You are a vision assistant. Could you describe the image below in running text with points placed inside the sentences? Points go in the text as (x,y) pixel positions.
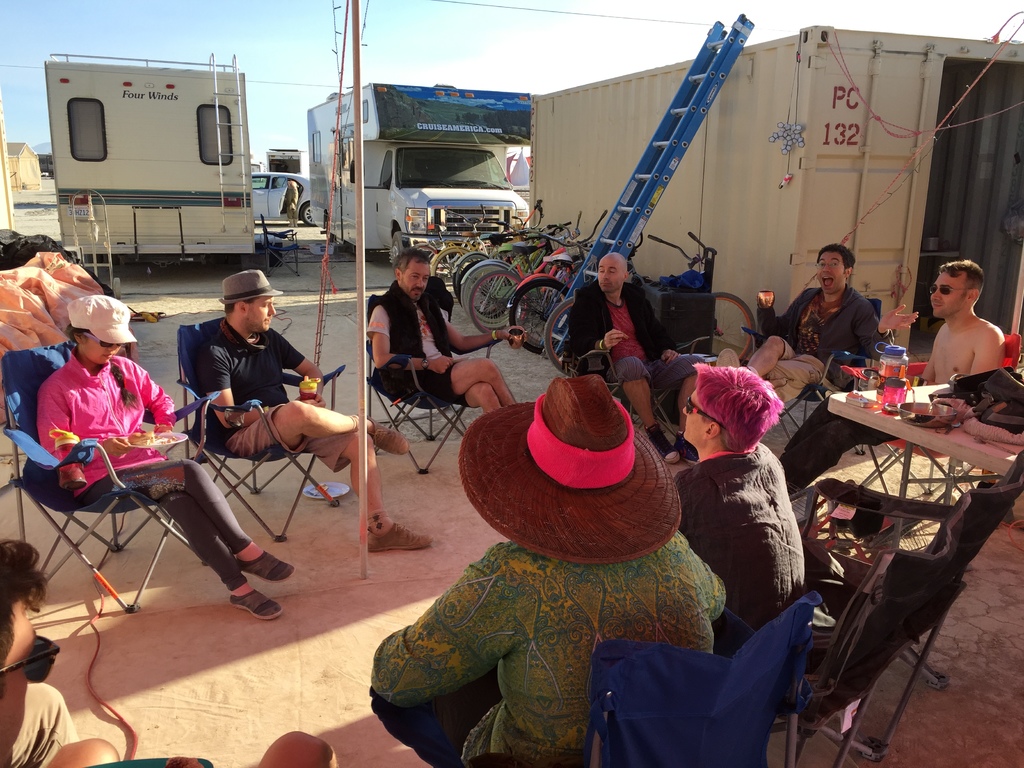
In this picture, we see many people (452,597) are sitting on the chairs (709,660). In front of them, we see a pole (360,60). On the right side (956,435), we see a table (931,437) on which bag (966,385), bowl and the jar (890,370) are placed. Behind them, we see the ladder (597,250), shed (655,106) and the bicycles (500,303) parked on the road (501,349). In the background (455,200), we see the vehicles (298,151) parked on the road (200,277). On the left side (40,326), we see the sheets (37,286) in black and orange color. At the top (284,64), we see the sky (321,47).
